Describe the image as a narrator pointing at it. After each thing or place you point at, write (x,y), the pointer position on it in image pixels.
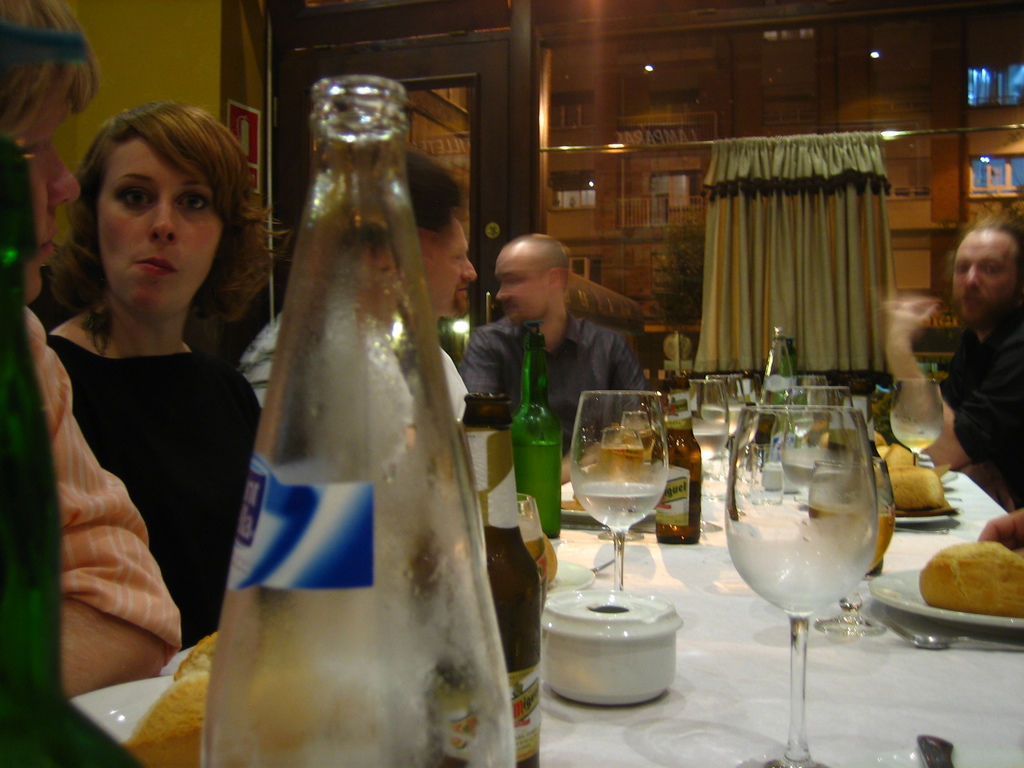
In this image I can see few people (173,622) are around the table (842,660). On this table (765,716) glasses (616,478), bottles (539,463), plates (904,589), food items (936,575) are placed. In the background (641,142) I can see a wall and also one curtain (828,255). On the left side of the image (159,405) there is a woman (154,365) is looking at the picture.
